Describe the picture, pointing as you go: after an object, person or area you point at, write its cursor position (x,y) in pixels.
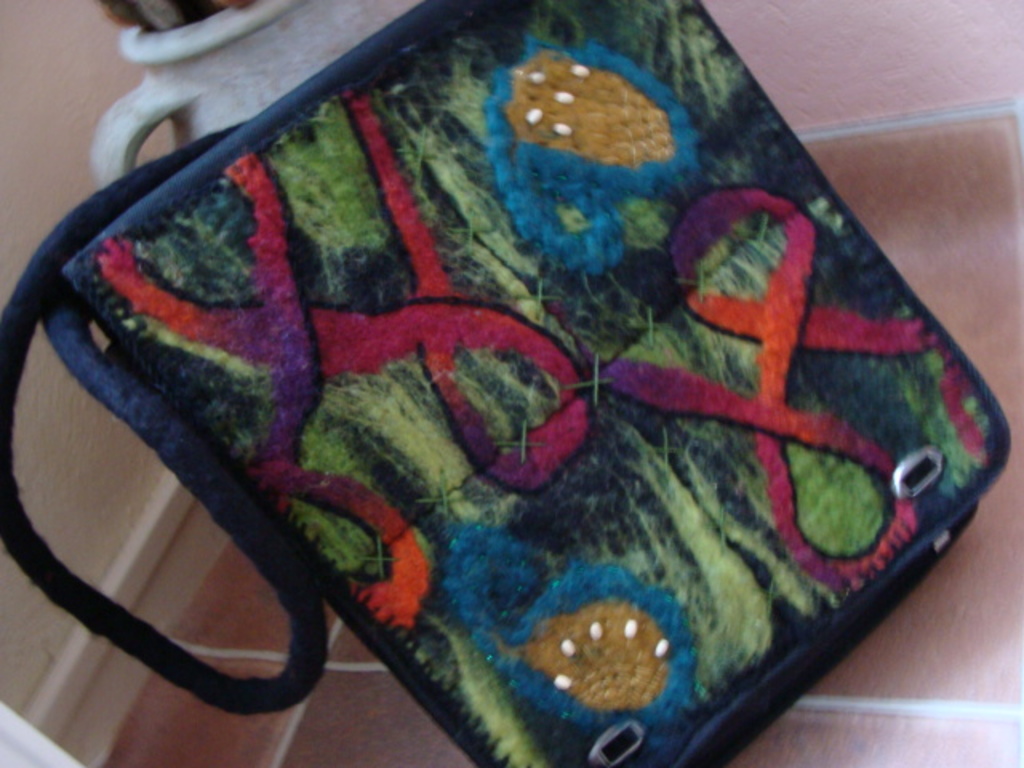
There is a decorative handbag (520,204) on a floor (896,652). In the background (216,33), there is pot (263,48) and wall (95,51).
